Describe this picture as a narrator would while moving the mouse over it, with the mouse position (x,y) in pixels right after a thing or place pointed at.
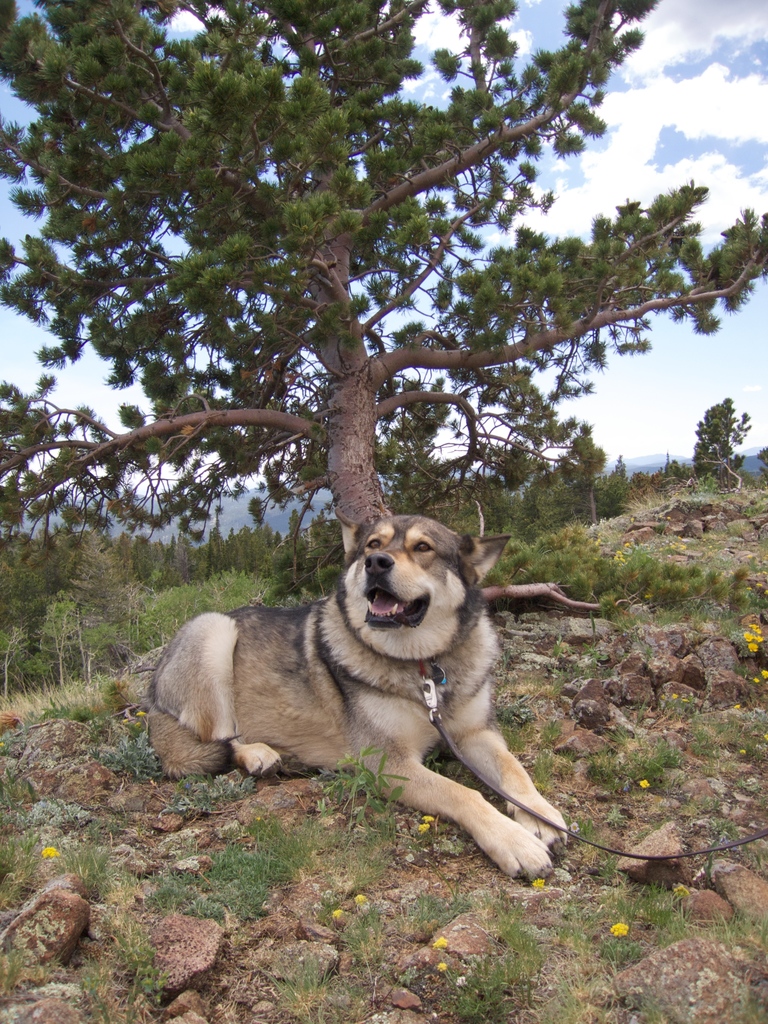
In this image we can see the dog (411,788) with the belt (703,851). We can also see the grass (371,947), stones (176,928) and also the trees (364,414). In the background (613,180) we can see the sky (603,105) with the clouds (727,104).
